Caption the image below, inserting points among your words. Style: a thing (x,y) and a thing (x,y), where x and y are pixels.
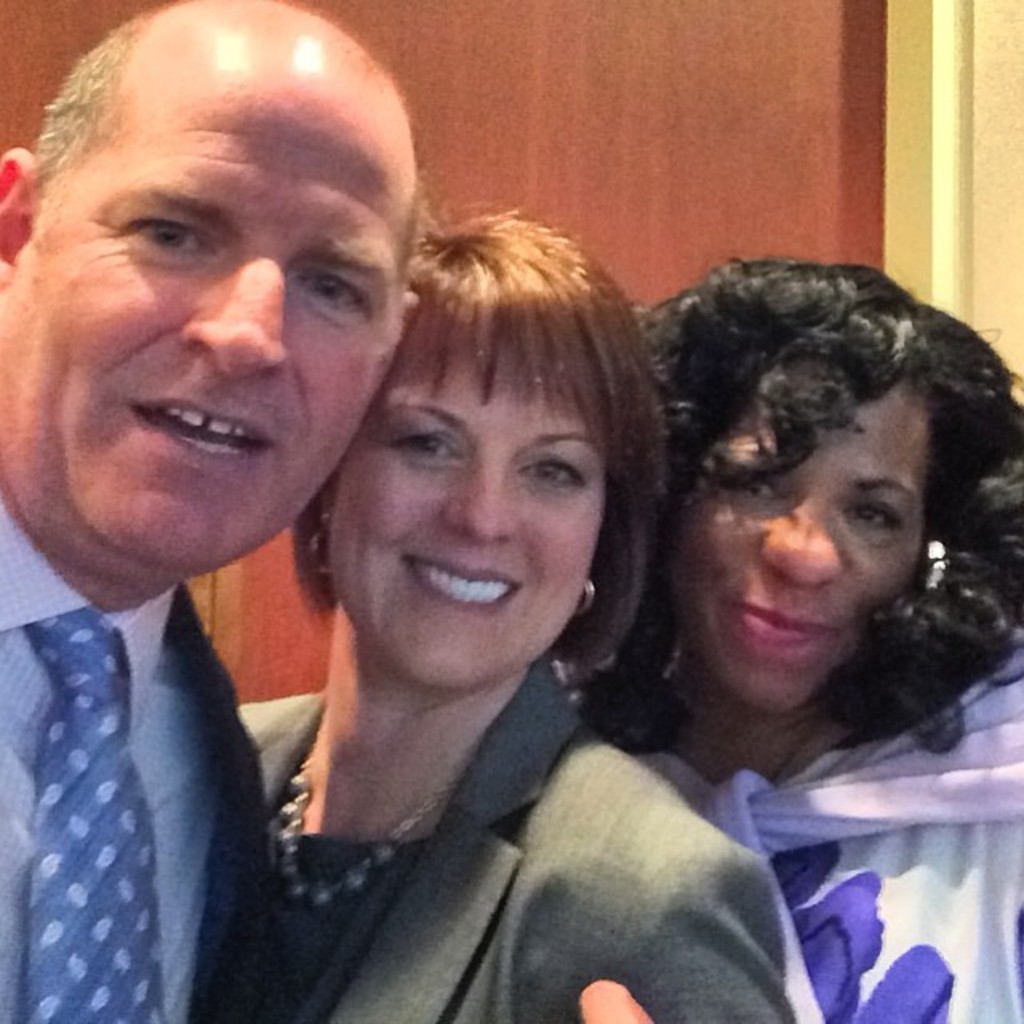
In this image, we can see three persons (518,704) wearing clothes (292,886).
